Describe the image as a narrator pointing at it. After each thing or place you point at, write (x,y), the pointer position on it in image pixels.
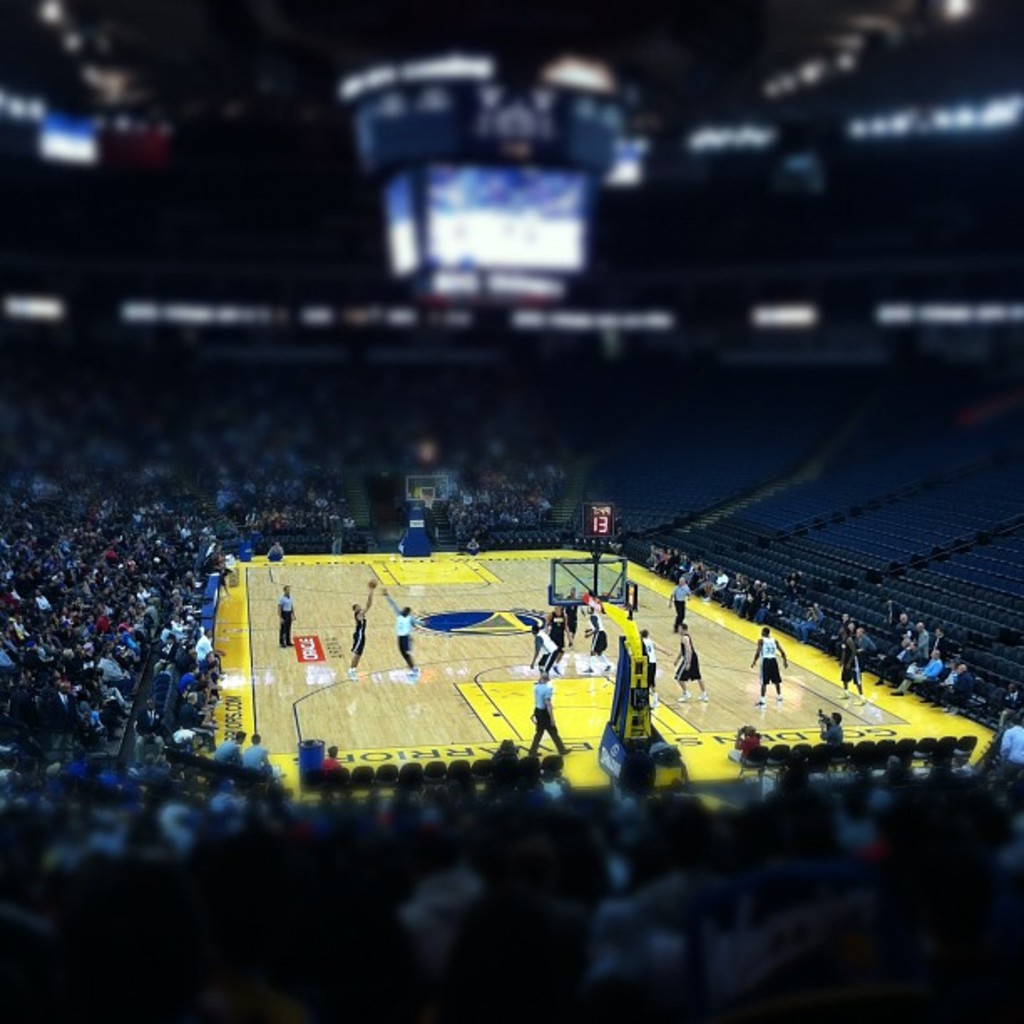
In this picture we can see some people (695,661) are playing in a ground (456,665), around we can see so many people (427,793) sitting on the staircases (131,437) and watching the match.
